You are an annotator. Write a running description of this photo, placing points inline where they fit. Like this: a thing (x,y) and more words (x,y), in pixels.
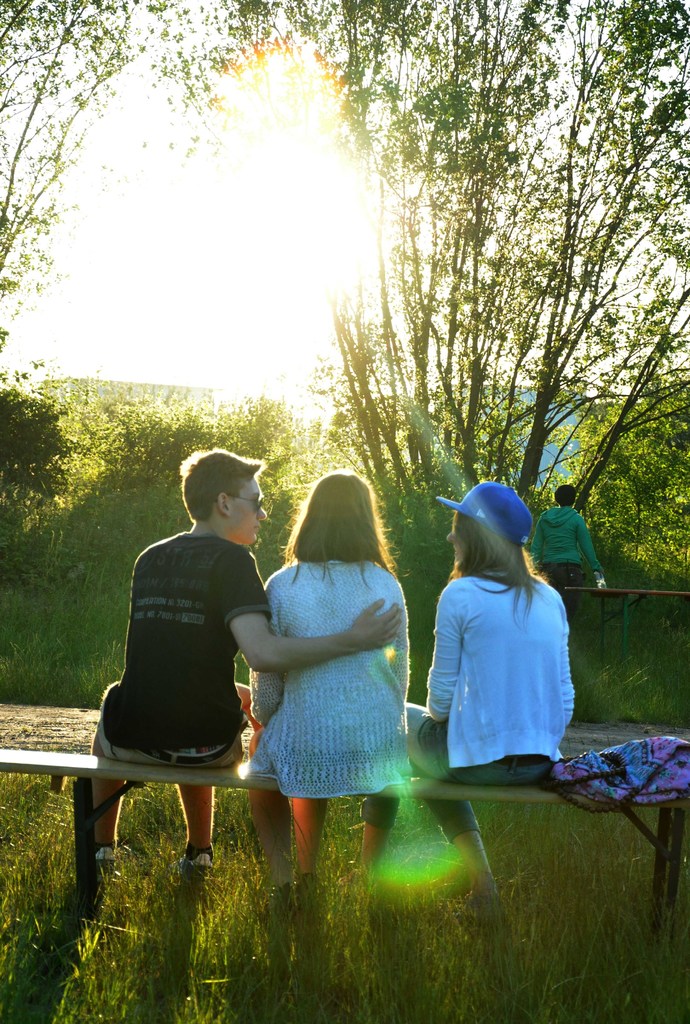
There are three people (370,662) sitting on the bench (149,771). This is the grass (334,943). I can see a bag (580,788), which is placed on the bench (549,794). These are the trees (251,50) with branches (629,395) and leaves (603,329). I can see a person (570,555) walking.
